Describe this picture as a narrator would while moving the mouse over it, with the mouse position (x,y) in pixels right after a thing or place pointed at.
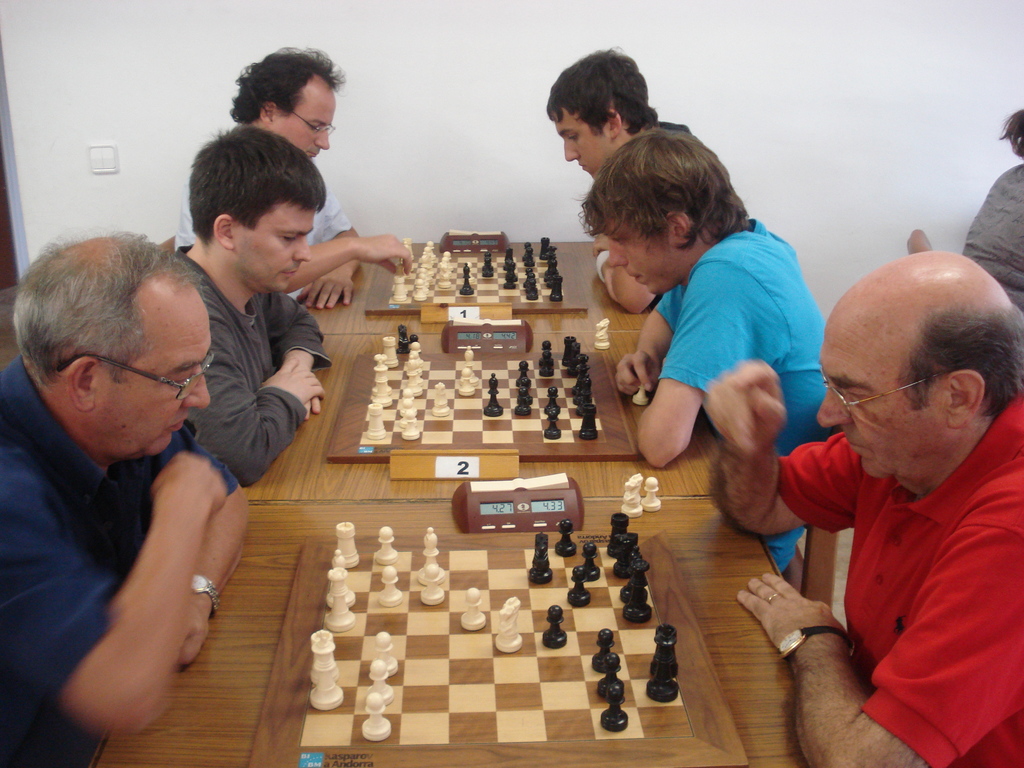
In the center of the image (344,369) there are tables (742,649) and we can see chess boards (446,584) placed on it. There are chess pieces (595,667) and we can see people (219,348) sitting. In the background (763,39) there is a wall (404,65).
